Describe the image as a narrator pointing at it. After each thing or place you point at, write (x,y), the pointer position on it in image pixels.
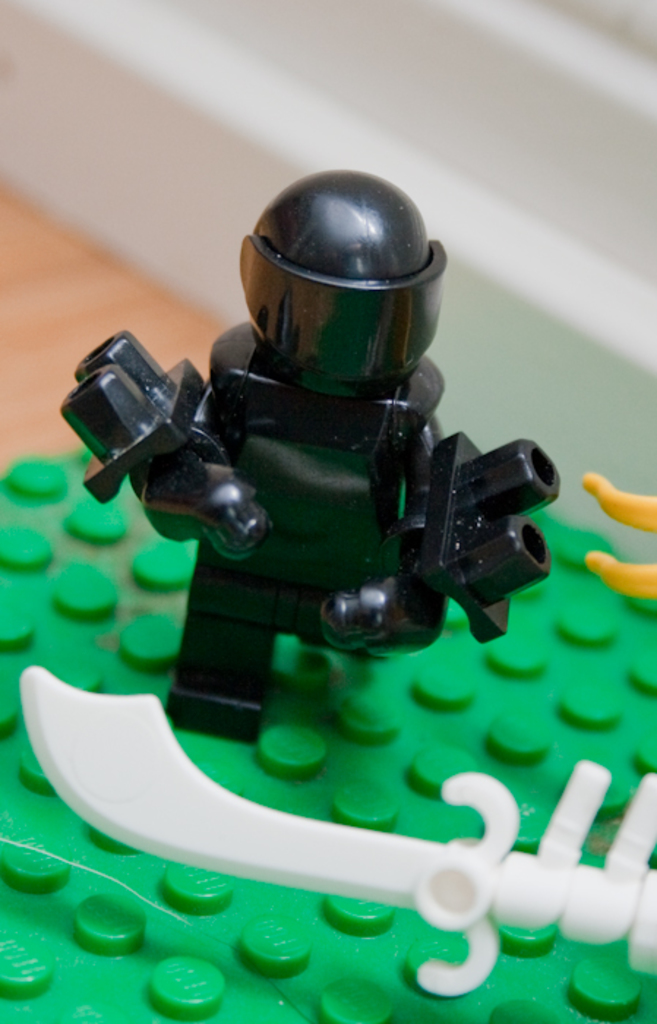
In this picture we can see toys (360,529) in the front (387,440), there is a blurry background (167,194).
